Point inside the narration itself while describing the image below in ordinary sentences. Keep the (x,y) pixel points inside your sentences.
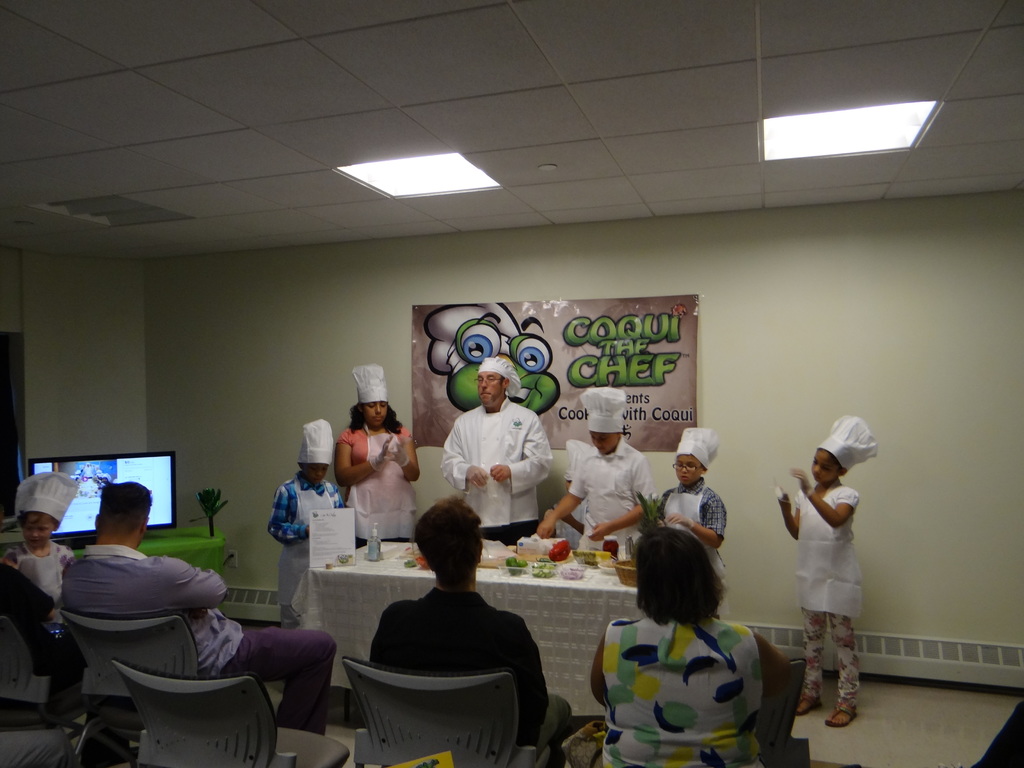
In the image there are kids (414,477) and man (524,428) stood at wall (770,288) wearing chef dress (618,457) with food (580,550) in front of them on a table (557,621). In the front (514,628) people (498,620) sat on chairs (440,674) looking at them.
